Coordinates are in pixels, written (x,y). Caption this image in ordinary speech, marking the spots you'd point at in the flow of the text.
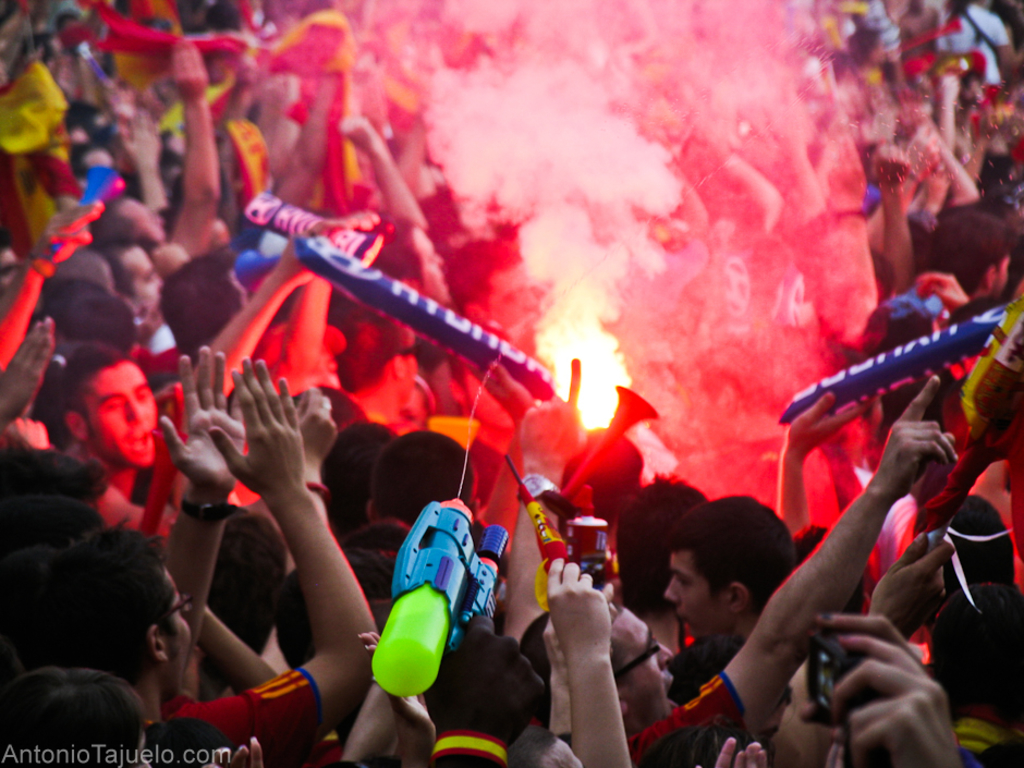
In this picture there are people (99,241), among them few people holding inflatable objects (901,369) and we can see smoke (522,326). In the background of the image (855,41) it is blurry.
